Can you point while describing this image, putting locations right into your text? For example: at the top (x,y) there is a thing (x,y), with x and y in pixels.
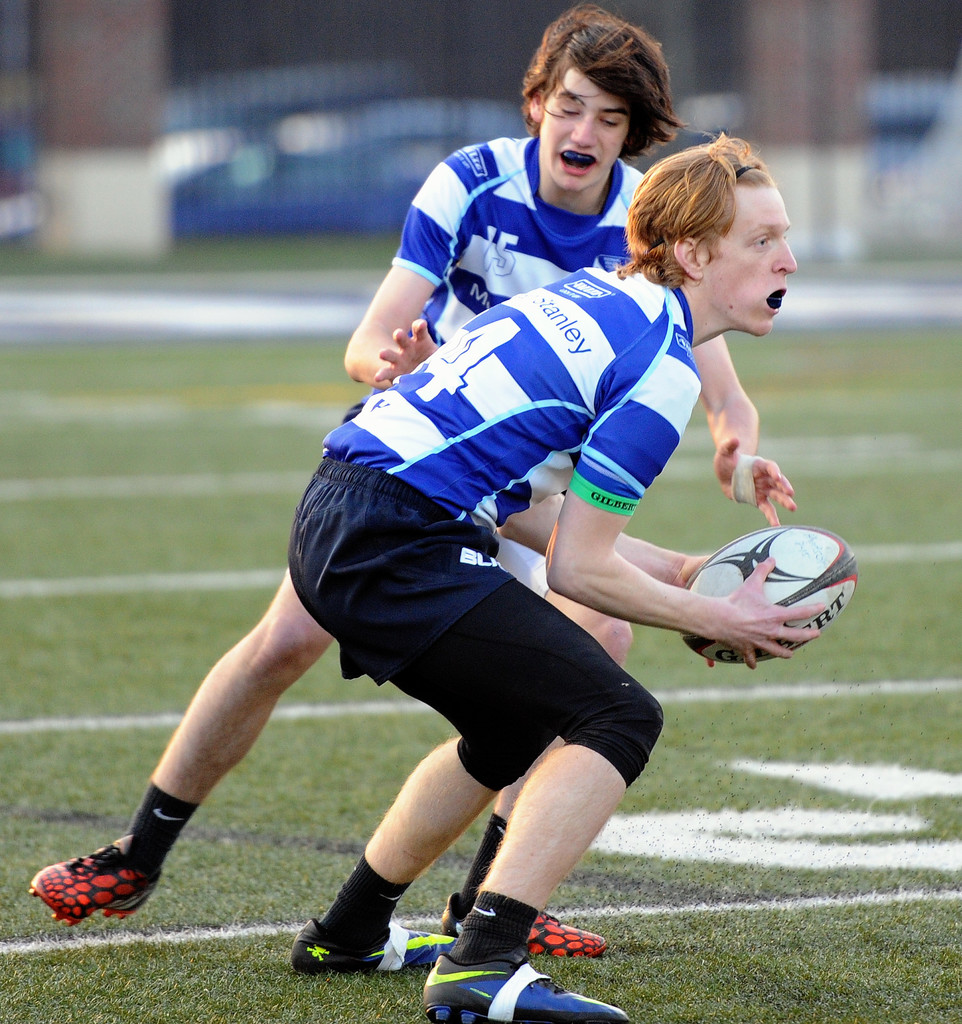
There are two men (438,267) playing rugby. Person (592,428) in the front (617,570) is holding ball (787,579). On the ground (50,562) there is grass (687,837). In the background (443,126) it is blurred.
